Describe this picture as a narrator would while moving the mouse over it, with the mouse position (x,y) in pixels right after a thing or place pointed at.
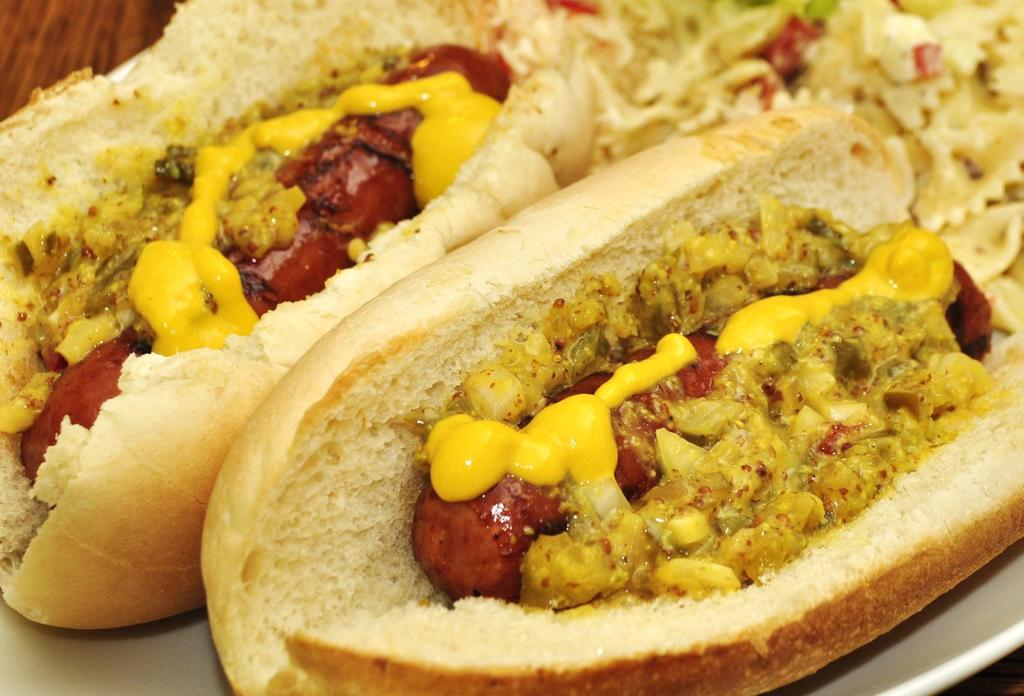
In this picture I can see the food (188,351) in front (426,283), which is of white, cream, red and yellow color and I see that, the food (348,248) is in the plate (184,671).
